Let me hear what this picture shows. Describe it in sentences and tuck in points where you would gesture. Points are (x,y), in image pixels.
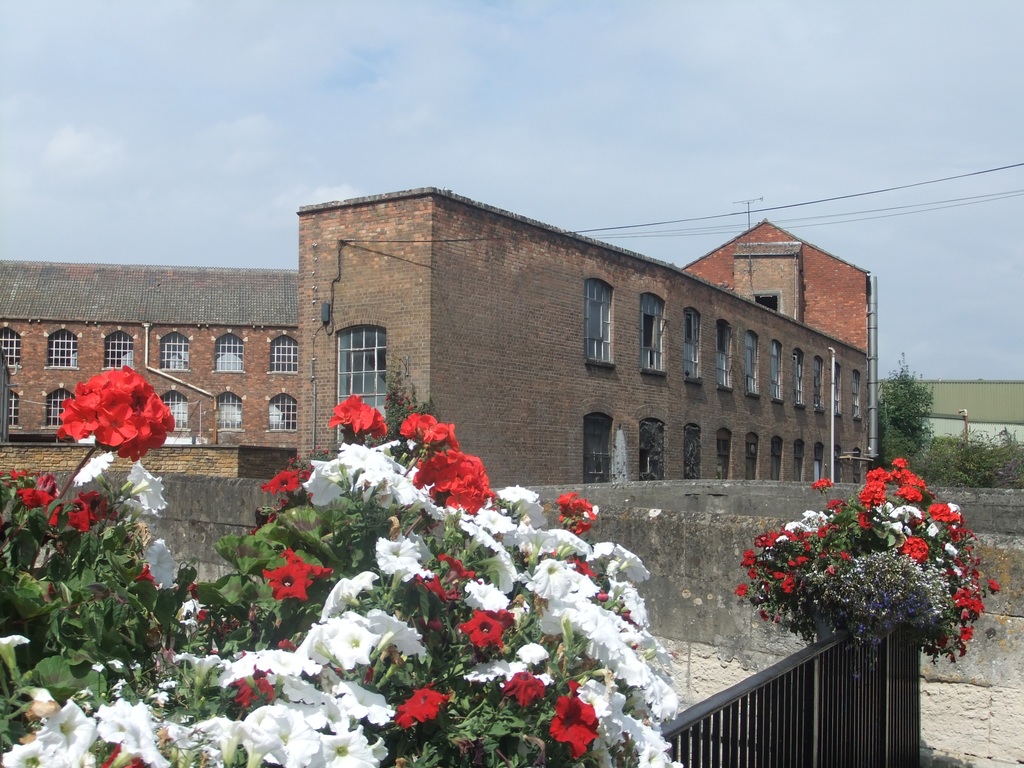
In the foreground of the picture (318,570) there are flowers (481,654), gate (758,680) and wall (723,567). In the center of the picture (459,408) there are trees (936,483), buildings (566,284) and cables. In the background (482,82) it is sky (480,106).
